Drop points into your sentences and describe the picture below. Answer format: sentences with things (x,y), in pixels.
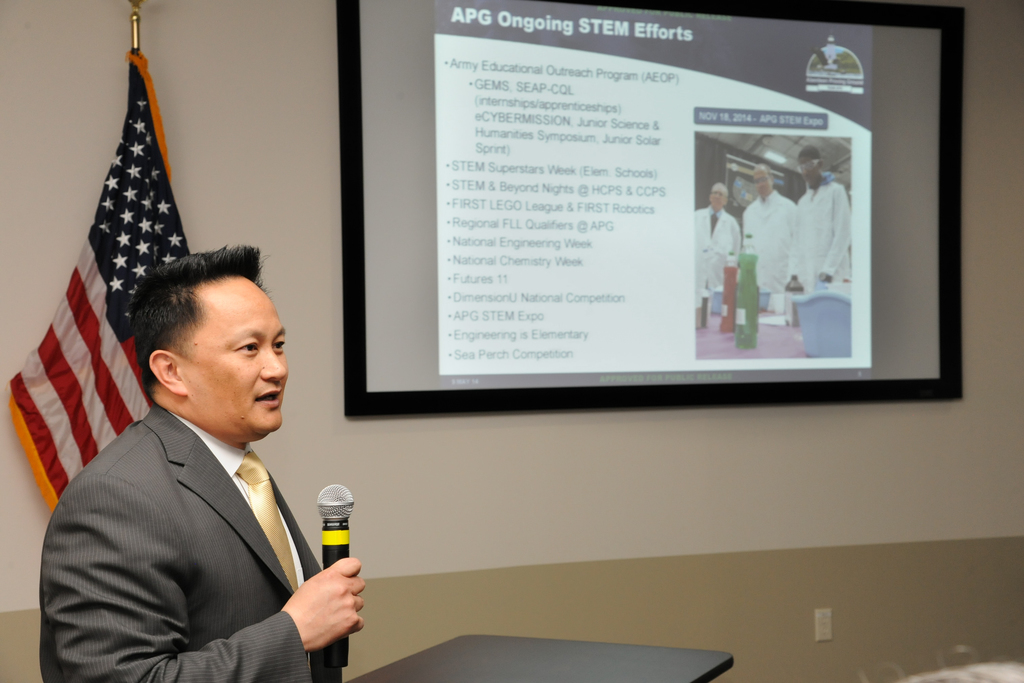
Here is a man (167,544) standing. He is holding the mike (345,548) and talking. This is the flag (126,172) hanging to the pole (134,37). This is the screen (363,221) attached to the wall (316,207). This looks like a podium (516,659).
